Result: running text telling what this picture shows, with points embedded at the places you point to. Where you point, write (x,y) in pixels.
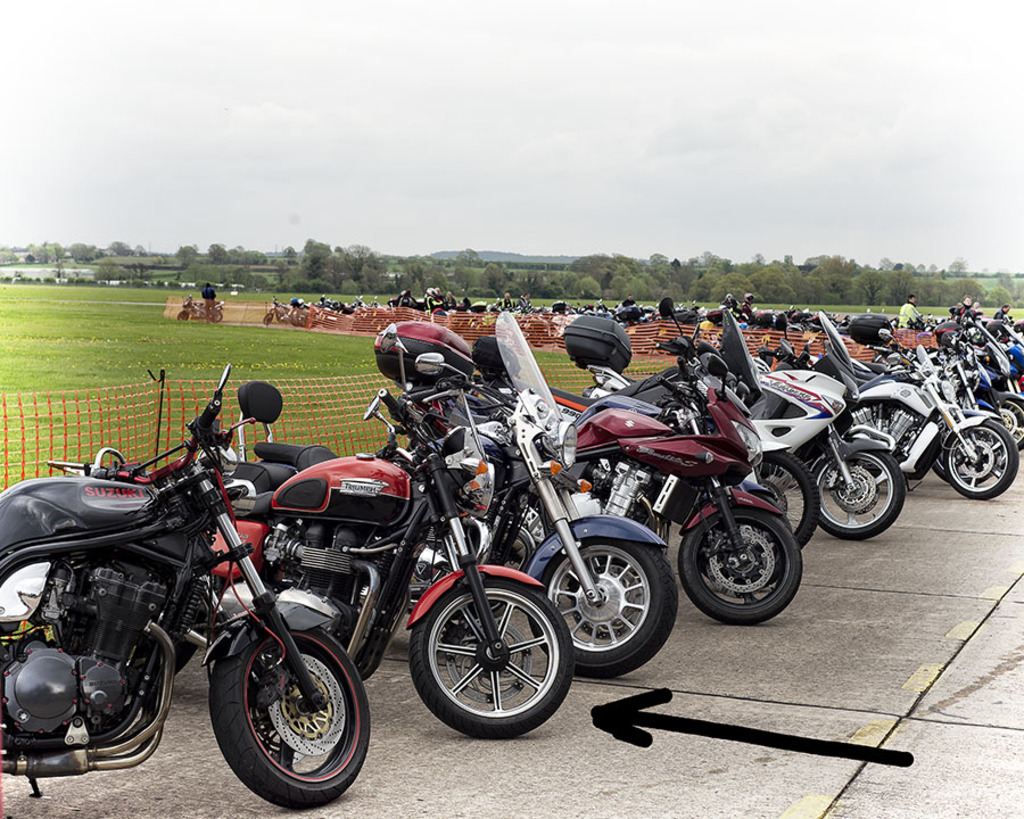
This picture is clicked outside. In the foreground (593,495) we can see the group of bikes (752,417) parked on the ground (653,767). In the center (396,313) we can see the green grass (166,351) and the net (338,385). In the background (754,241) there is a sky (669,222), trees (729,264) and some persons (976,305). At the bottom right corner (846,752) we can see the arrow (786,744) on the image.
